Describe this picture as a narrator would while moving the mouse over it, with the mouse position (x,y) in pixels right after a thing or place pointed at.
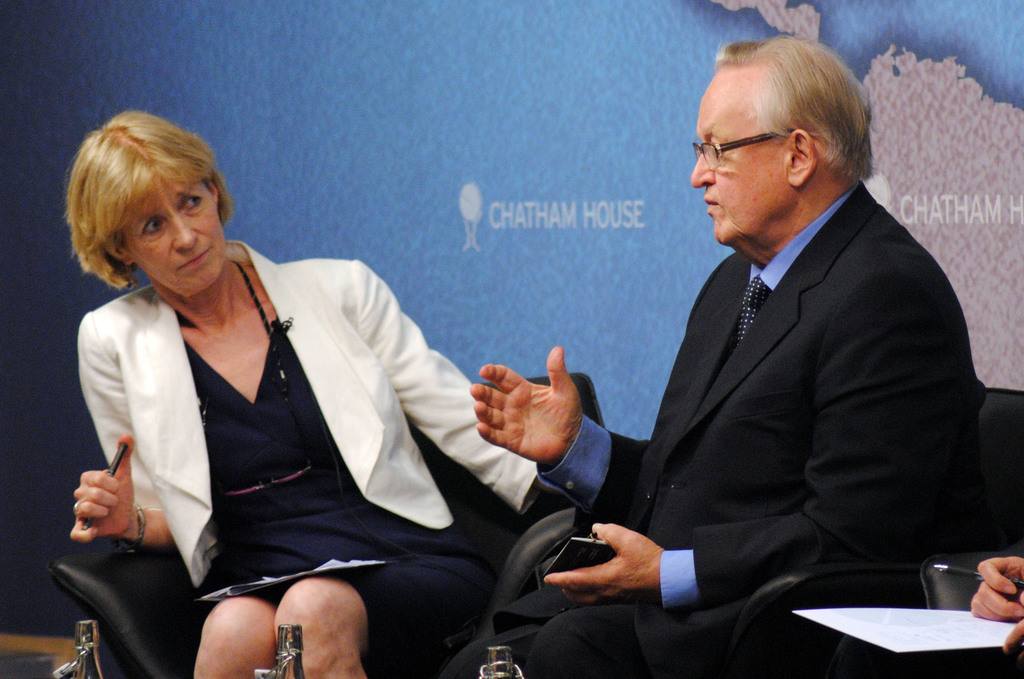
In this picture we can see few people (494,471), they are seated on the chairs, on the right side of the image (841,353) we can see a man (778,273) he wore spectacles (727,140).
